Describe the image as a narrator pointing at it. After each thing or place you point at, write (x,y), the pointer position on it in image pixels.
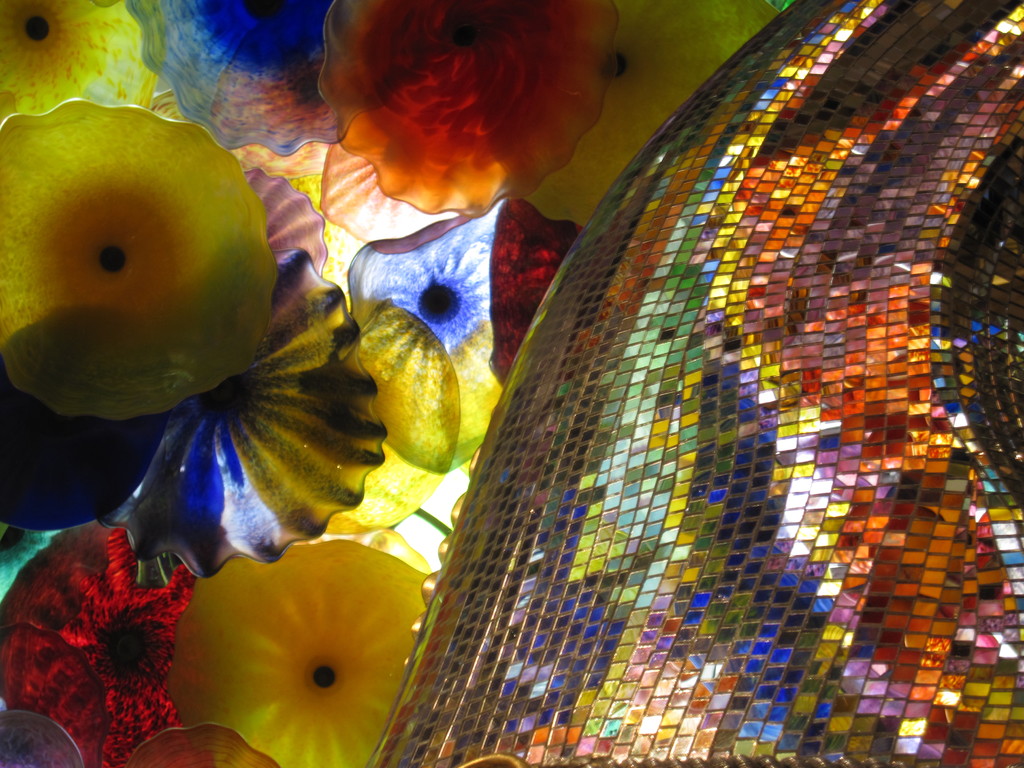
In this image we can see colorful glasses (109,57) and decorative objects (373,390).
